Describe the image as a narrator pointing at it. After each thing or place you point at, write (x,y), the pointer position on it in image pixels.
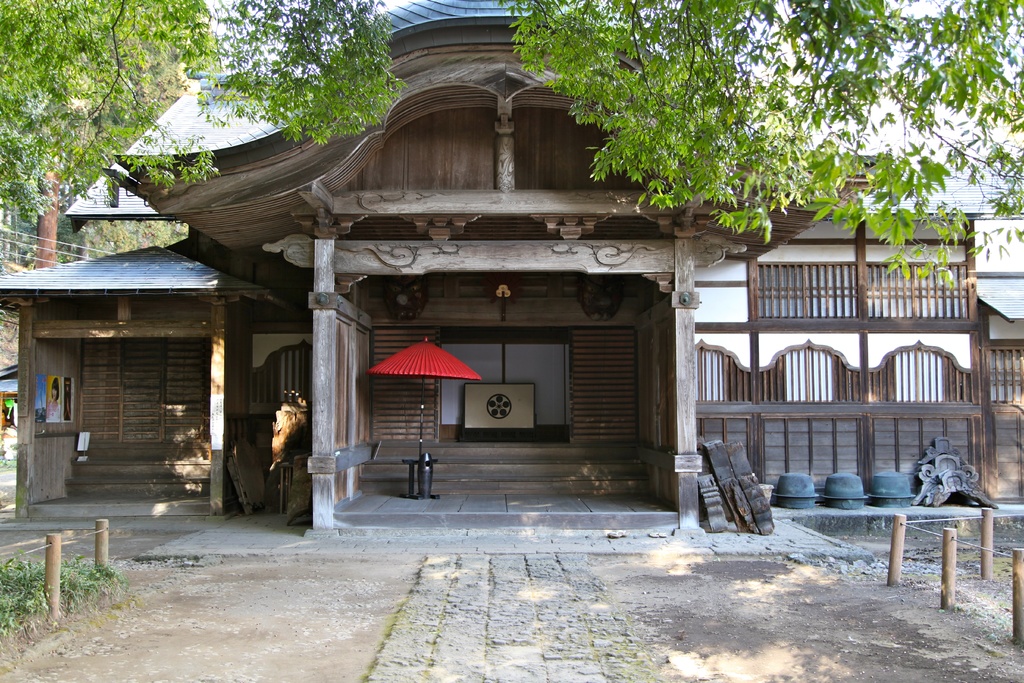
In this image, we can see a house (701,204). We can see the ground (548,674) with some objects (880,499) like poles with wires (932,522). We can also see some grass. There are a few trees (718,154), wires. We can see some stairs (145,493), an umbrella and the sky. We can see some posts (67,379) attached to one of the walls (51,458).
